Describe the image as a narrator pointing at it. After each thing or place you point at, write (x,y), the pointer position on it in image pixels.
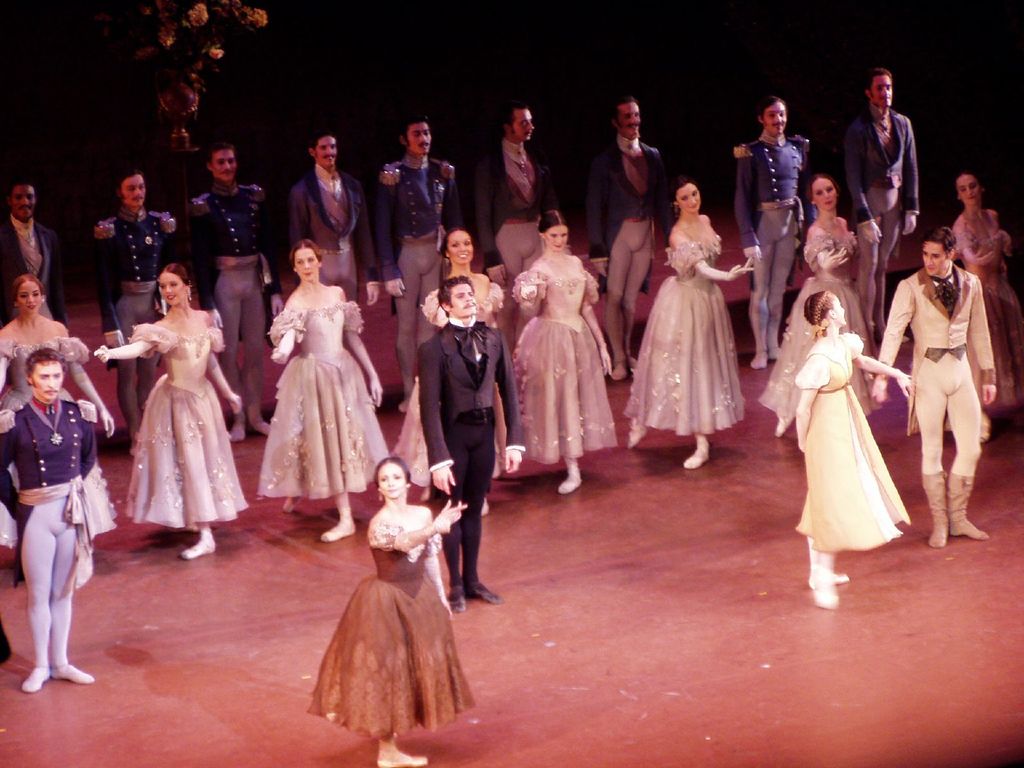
In this image I can see group of people (524,373) dancing, in front (460,668) the person (376,636) wearing brown color frock (379,665). Background I can see the other person (422,382) wearing black color dress (457,391) and I can see dark background (254,98).
